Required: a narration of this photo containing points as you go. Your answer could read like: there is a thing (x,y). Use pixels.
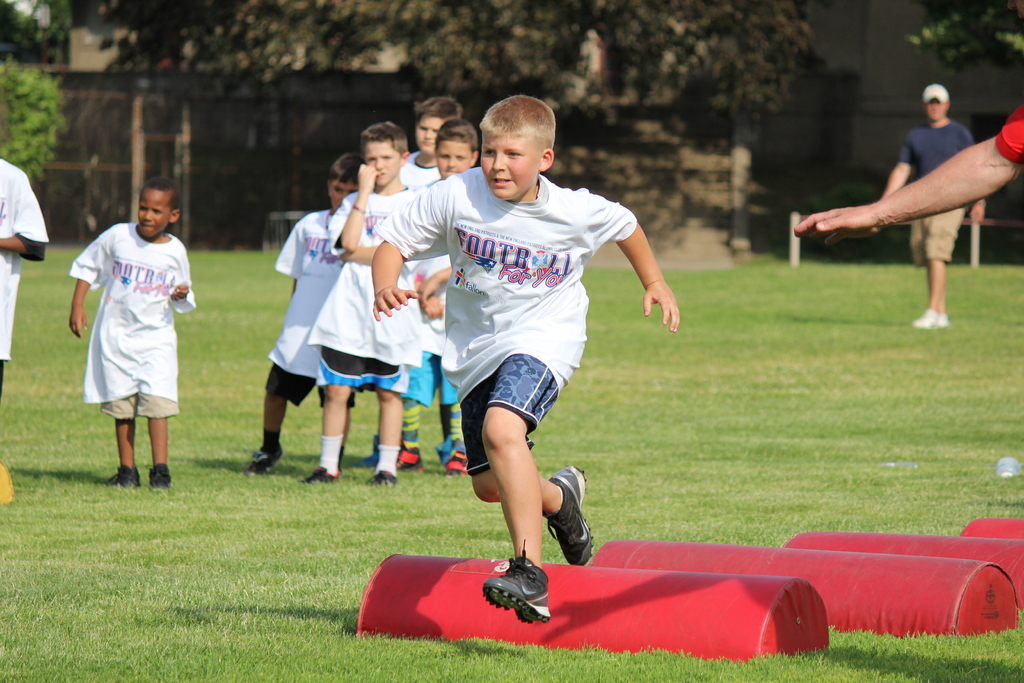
The image is taken in a playground (1021,410). In the foreground of the picture (456,219) there are people (935,185), hurdles (715,595). In the background (942,150) there are trees (32,123), grass (981,389) and a person (912,151). At the bottom (240,589) it is grass (625,477).
